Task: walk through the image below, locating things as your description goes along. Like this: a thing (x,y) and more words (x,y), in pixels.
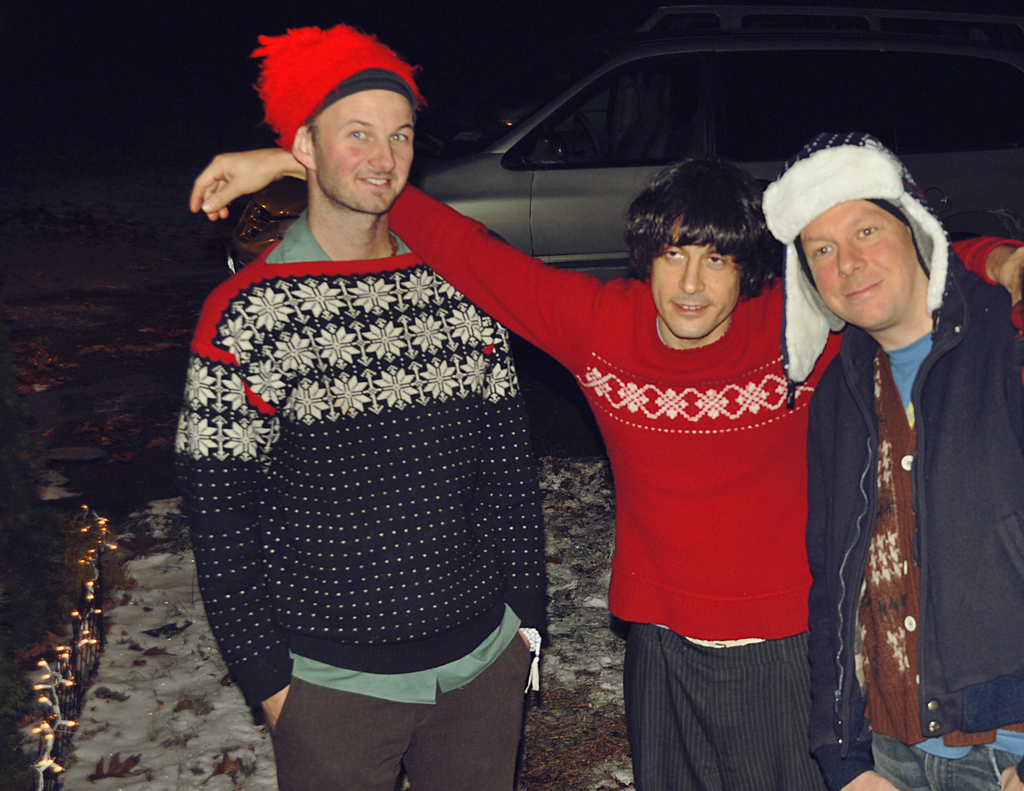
In this image we can see three people (461,529) standing on the ground (150,485), back of them there is a car (674,97) parked.
